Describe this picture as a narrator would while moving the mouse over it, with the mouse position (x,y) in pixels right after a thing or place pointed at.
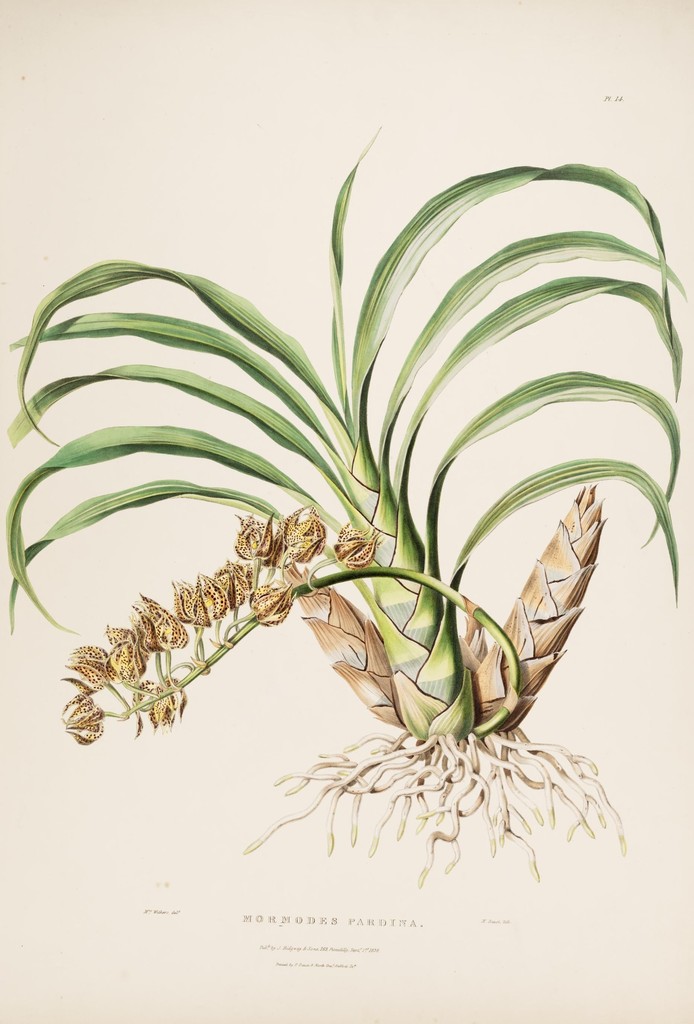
In this picture we can see a painting (387,716) on the paper (461,869), in which we can see a plant (407,378) and some roots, flowers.
